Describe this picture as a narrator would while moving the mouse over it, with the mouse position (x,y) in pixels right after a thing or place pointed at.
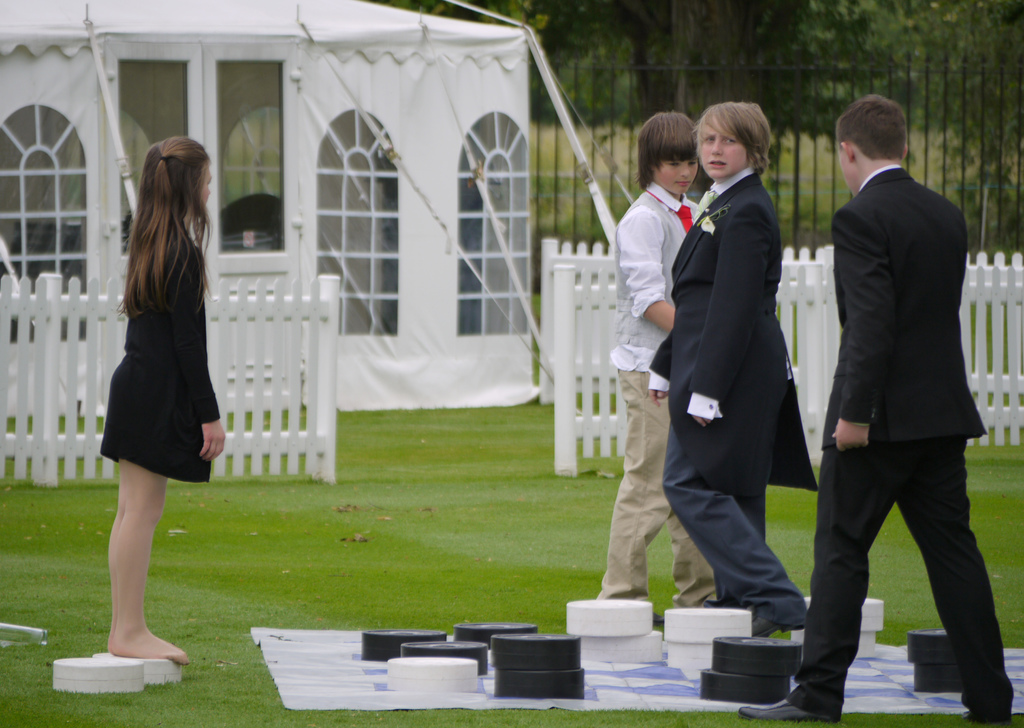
In this picture I can observe four members (648,305). Three of them are men (640,326) and one of them is a woman (165,291). I can observe some grass (303,529) on the ground (380,545). On the left side (301,147) I can observe tent (309,145). In the background (619,104) there is a railing (595,132) and I can observe some trees (805,38).
